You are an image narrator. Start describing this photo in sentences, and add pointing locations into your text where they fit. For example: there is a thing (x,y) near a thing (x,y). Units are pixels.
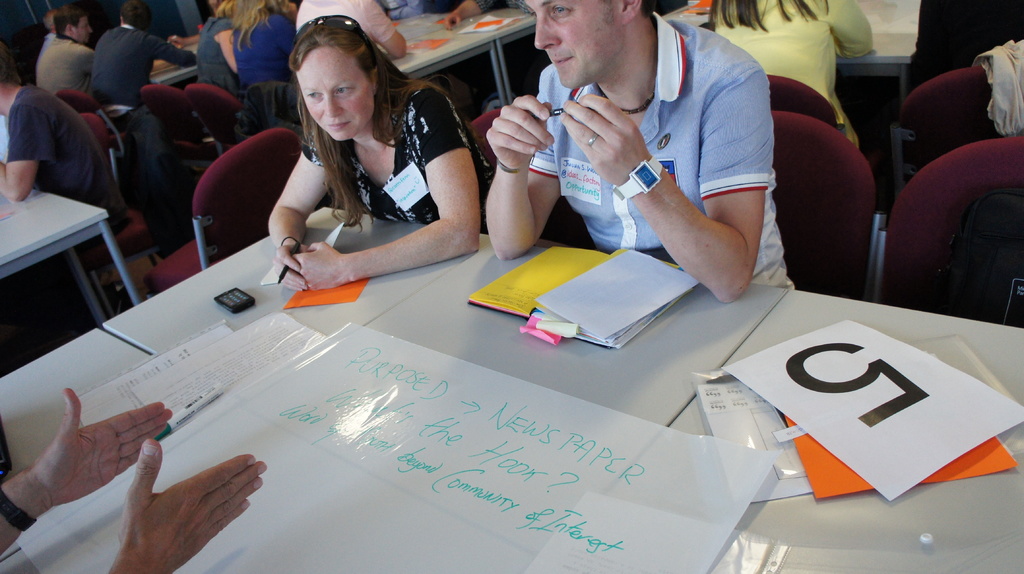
This picture describes about group of people (357,100), they are seated on the chairs (208,93), in front of them we can see few papers (567,424), books (510,309) and other things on the tables (420,336).
